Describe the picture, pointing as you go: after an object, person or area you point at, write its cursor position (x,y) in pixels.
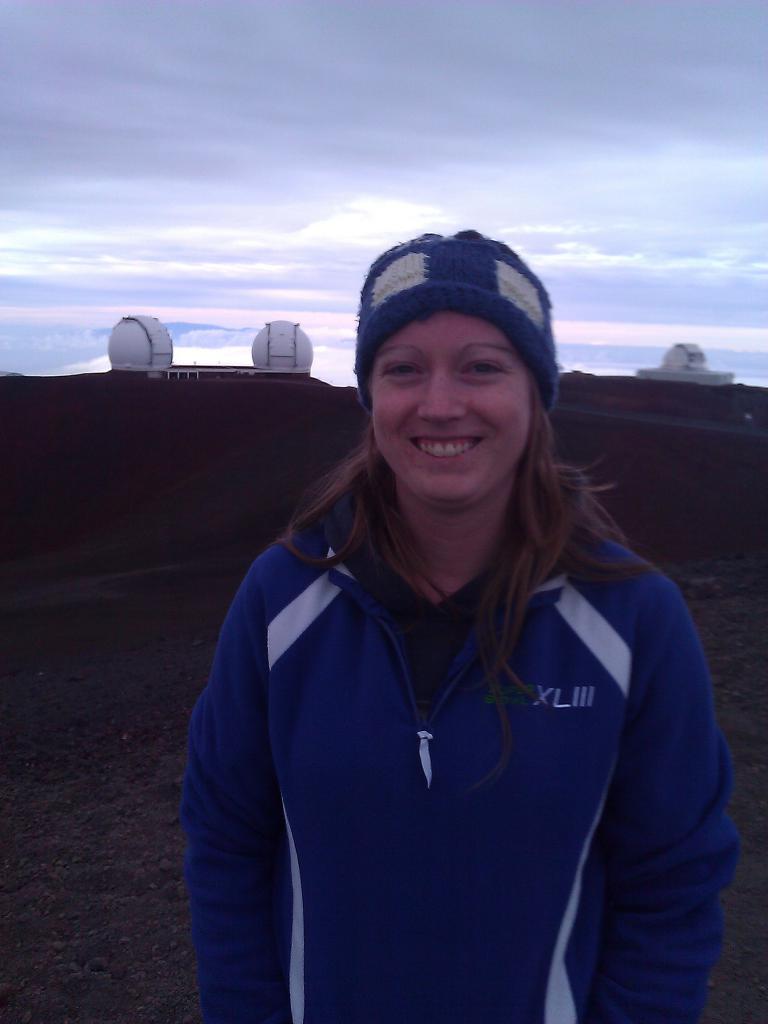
In this image I see a woman (208,692) who is wearing white and blue jacket (391,646) and I see that she is smiling and she is also wearing a cap (522,335). In the background (7,344) I see the ground (4,502) and few white color things (294,353) over here and I see the sky (317,302) which is a bit cloudy.
